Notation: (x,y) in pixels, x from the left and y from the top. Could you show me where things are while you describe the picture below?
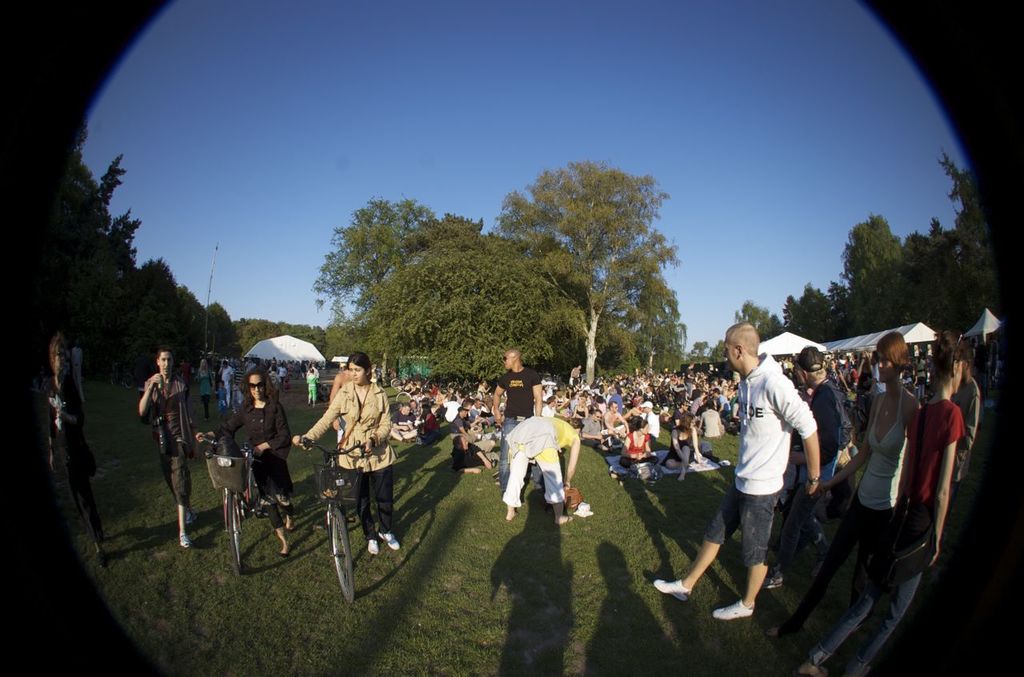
In front of the picture, we see two women (280,467) are holding the bicycles (334,530). Beside them, we see two people (533,375) are standing. Behind them, we see people (635,401) are sitting on the ground (686,488) and they are relaxing. On the right side (793,378), we see people (752,373) are standing. There are trees (361,327) and a pole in the background (407,322). We even see the tents (296,351) which are white in color. At the top (410,75), we see the sky (348,91), which is blue in color. At the bottom (504,604), we see the grass (596,588). This might be an edited image.
